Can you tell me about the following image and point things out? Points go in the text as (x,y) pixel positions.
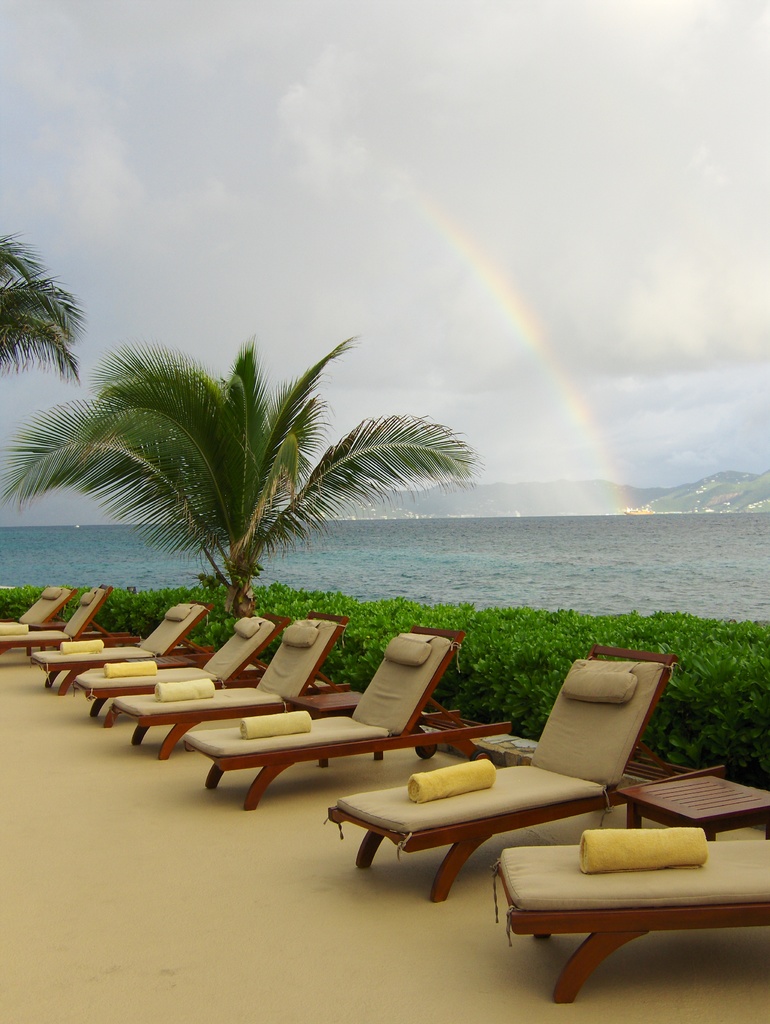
In the image we can see there are resting chairs (615,876) on the ground (178,914), there are towels (626,855) rolled and kept on the resting chair (426,657). There are bushes (563,627) and trees (118,379). Behind there is water (545,517) and there is rainbow (579,398) in the sky (319,217). There is a cloudy sky (466,219).
